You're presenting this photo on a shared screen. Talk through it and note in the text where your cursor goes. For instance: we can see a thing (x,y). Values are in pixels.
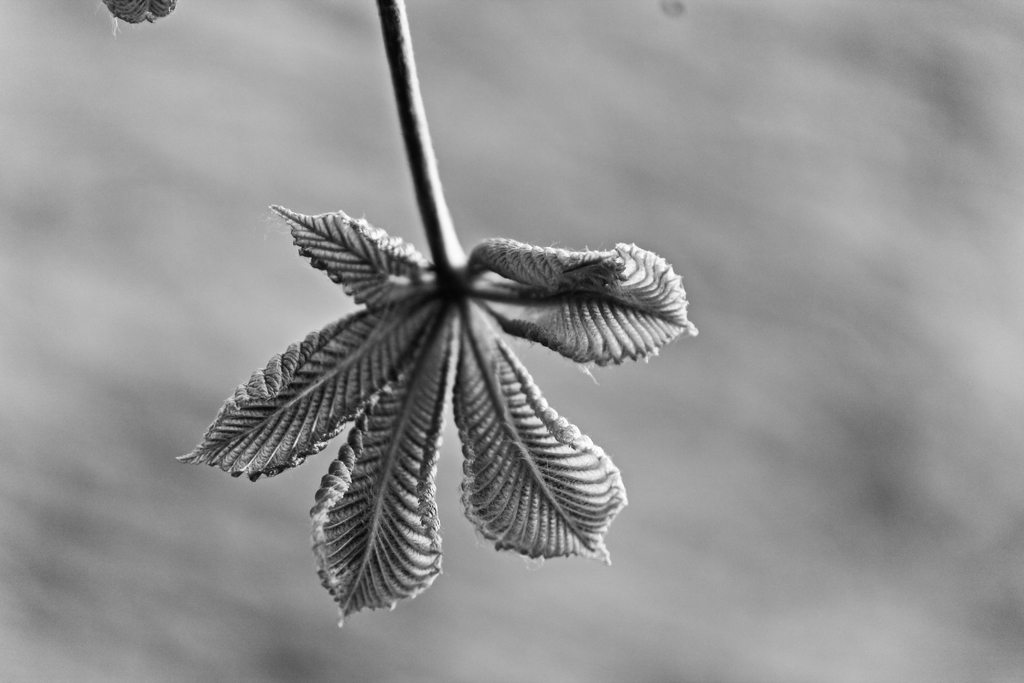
In this black and white image there is a leaf (458,329) in the foreground (494,296).
